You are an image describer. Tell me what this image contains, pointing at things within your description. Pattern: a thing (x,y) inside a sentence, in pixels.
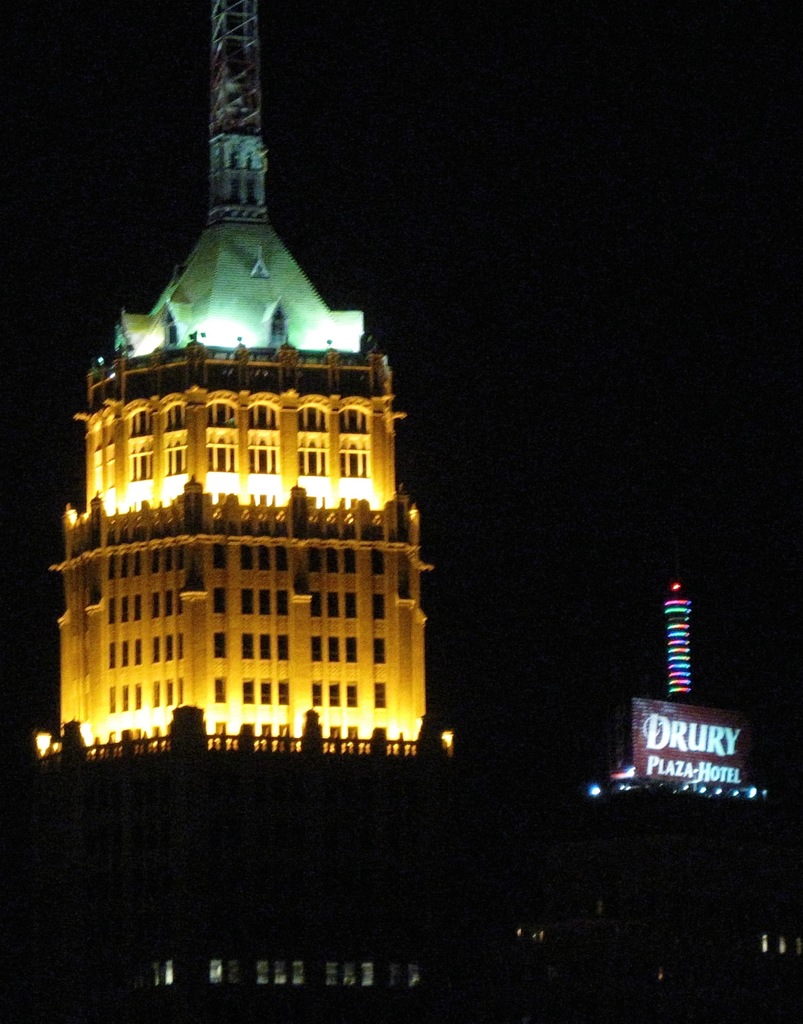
In this image there is a tall building (236,487) with lights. On the right (641,789) backside, there is a another building (686,604) with colorful lights (681,658). There is a board (678,746) on the right side (669,758). There is a dark background (775,746).
